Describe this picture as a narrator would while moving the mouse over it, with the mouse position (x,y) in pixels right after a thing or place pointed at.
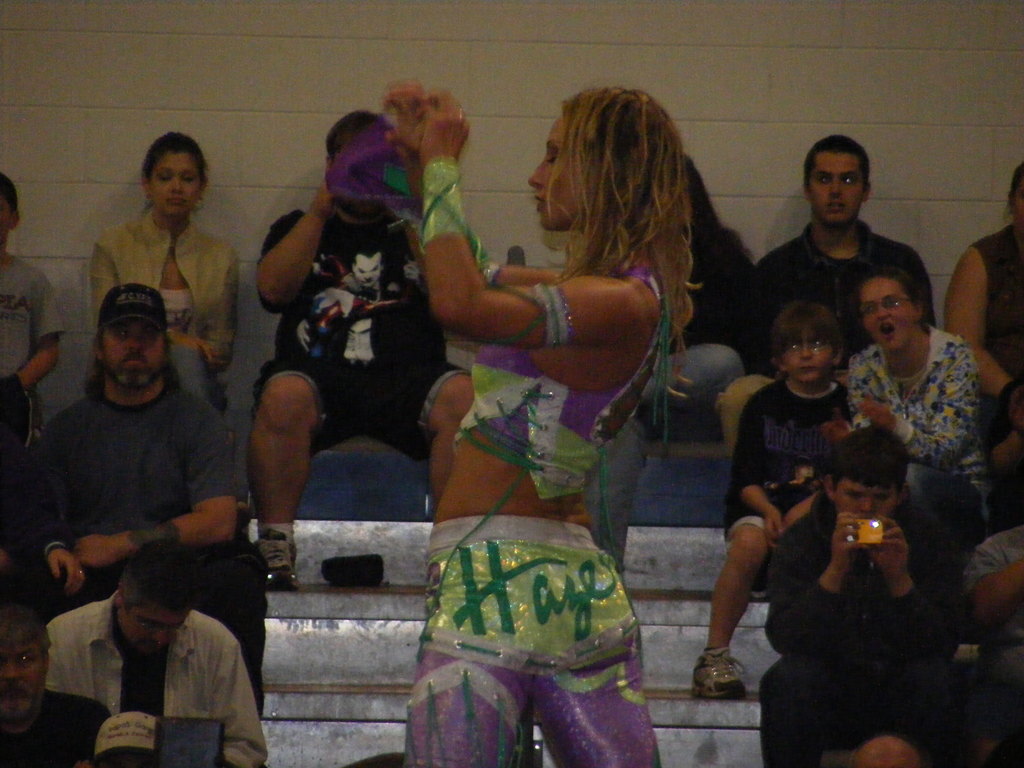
In this image, I can see a woman (527,539) standing and there are group of people (128,524) sitting. In the background (815,56), I can see a wall (212,152).
